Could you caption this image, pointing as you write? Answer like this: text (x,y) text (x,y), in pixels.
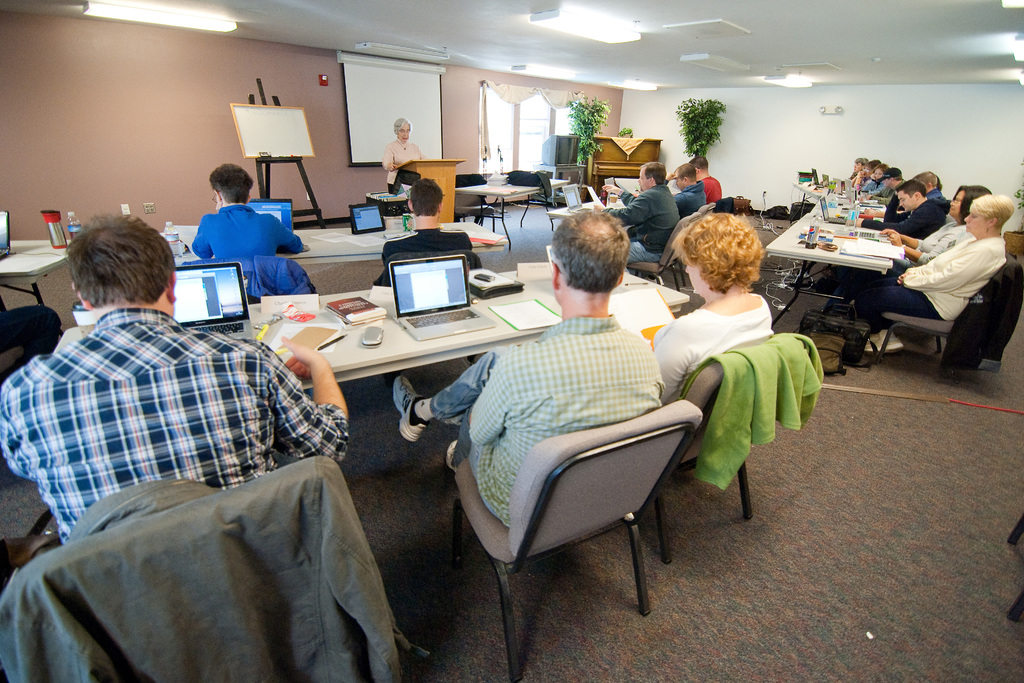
This is a picture taken in a room (899,150), there are a group of people (904,190) sitting on chairs (687,397) and some chairs (723,406) are covered with jackets (755,418) in front of these people (569,367) there is a table (391,364) on top of the table (426,358) there are laptops (462,286), books (357,324), mobile (367,338), files (550,317) and bottles (78,229). In front of these people (568,302) a woman (392,180) is standing behind the podium (436,176). Behind the woman (399,150) there is a white board (302,144) and a projector screen (391,107) and a wall (127,101). There is a ceiling lights (639,35) on the top (607,28).
